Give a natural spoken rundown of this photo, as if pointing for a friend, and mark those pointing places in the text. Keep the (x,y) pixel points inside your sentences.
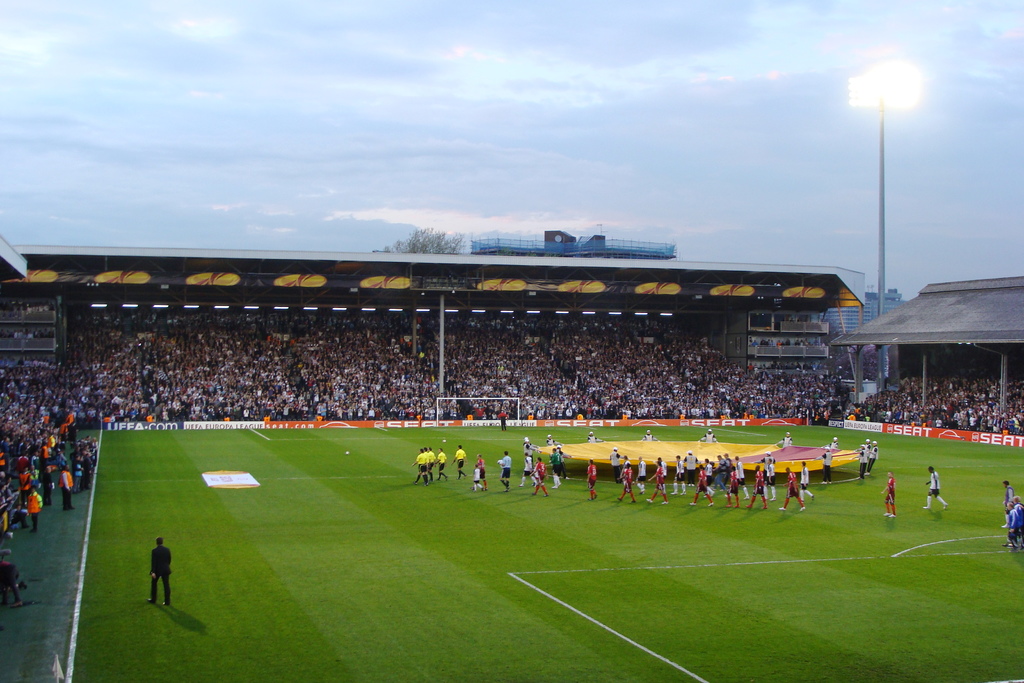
In this picture I can see there are few players (682,487) walking in the playground (604,527) and they are wearing yellow, red and white color jersey's (481,477) and there are audience (21,409) sitting in the backdrop (17,394) and there are a huge number audience (426,386) sitting in the backdrop (216,366) and there is a tree (427,248) visible and there is a pole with lights (914,90) and the sky (271,92) is cloudy.
